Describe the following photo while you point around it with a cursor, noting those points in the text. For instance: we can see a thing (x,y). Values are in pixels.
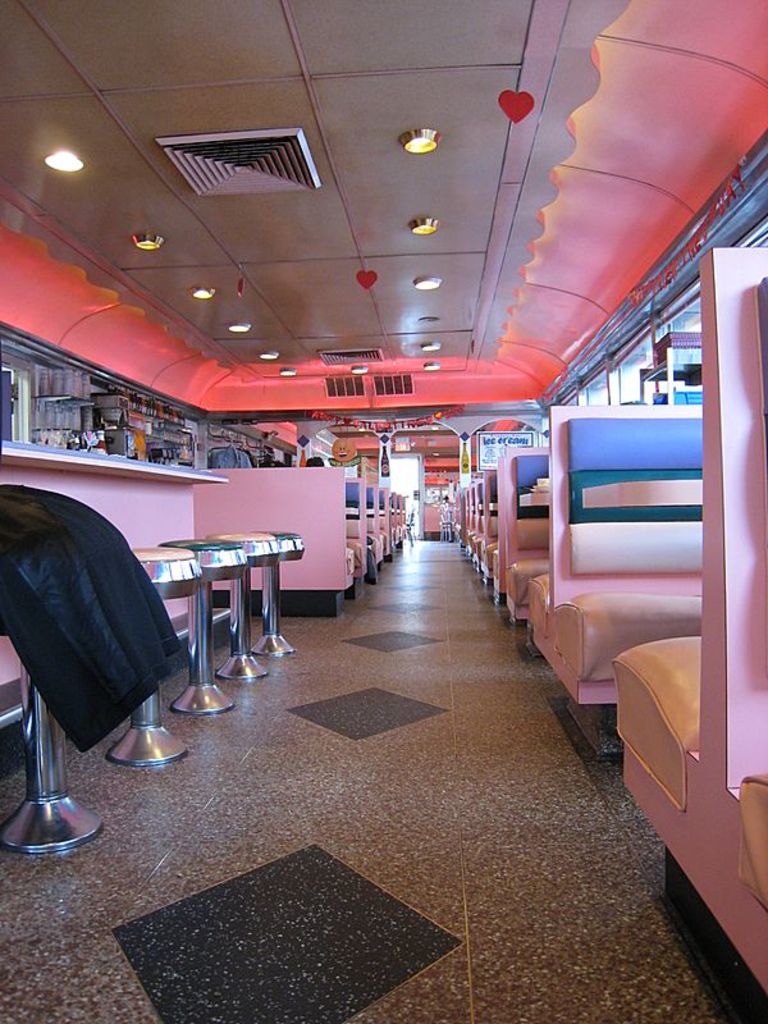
In this image I can see few couches (714,744) in white color and I can also see few steel stools (172,560). Background (44,395) I can see few lights (432,348) and I can also see few racks (221,428). In front (90,541) I can see the cloth (124,641) in black color.
